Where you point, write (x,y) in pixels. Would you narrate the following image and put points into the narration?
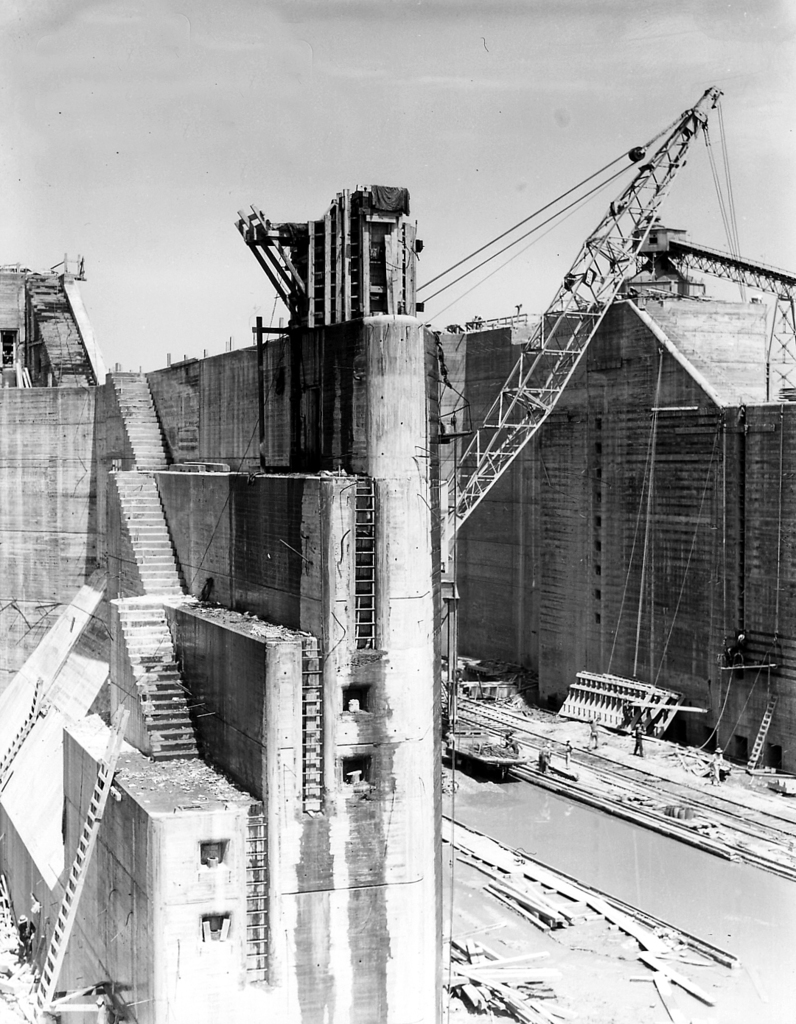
In this picture we can see the black and white photograph of the big wall (283,710) with steps (139,617). Behind there is a crane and on the bottom side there are some persons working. In the background (701,621) we can see a big wall (563,477).
